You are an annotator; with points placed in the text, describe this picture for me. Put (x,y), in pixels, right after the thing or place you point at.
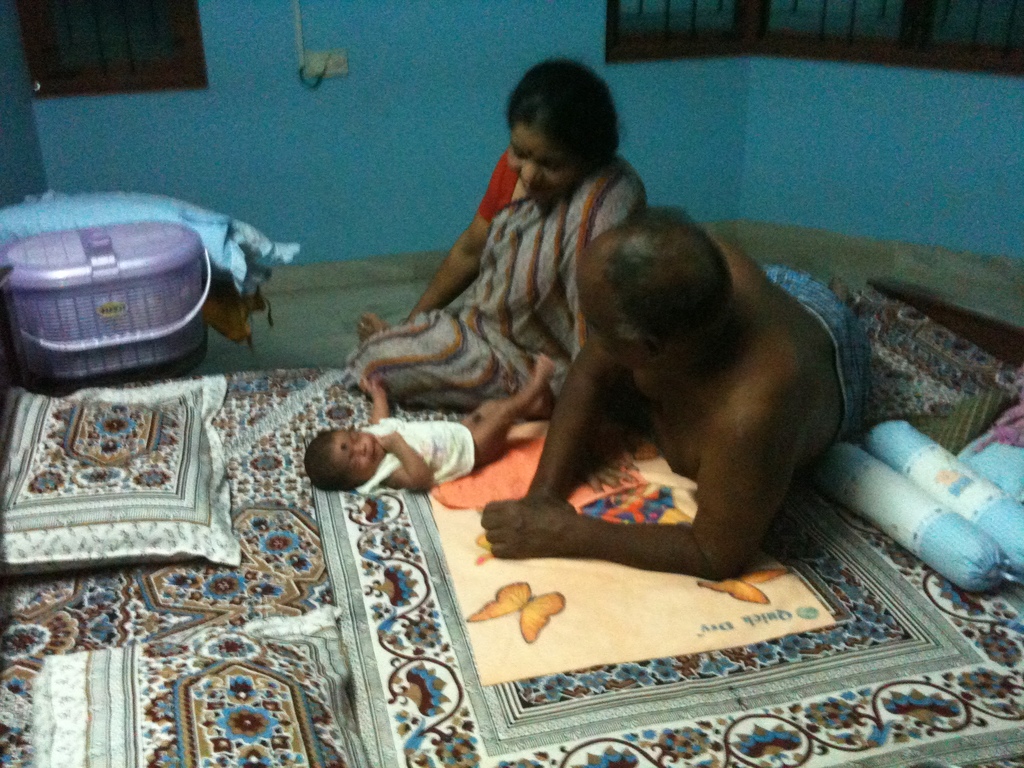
In the image there is a baby (448,433) and two people (563,329) on the bed (811,479) and on the right side (946,489) there are two pillows (942,511), beside the bed (311,417) there is a basket (107,309) and other clothes (191,219). In the background (307,76) there is a wall (431,28) and beside the wall (259,28) there are windows (54,18).
